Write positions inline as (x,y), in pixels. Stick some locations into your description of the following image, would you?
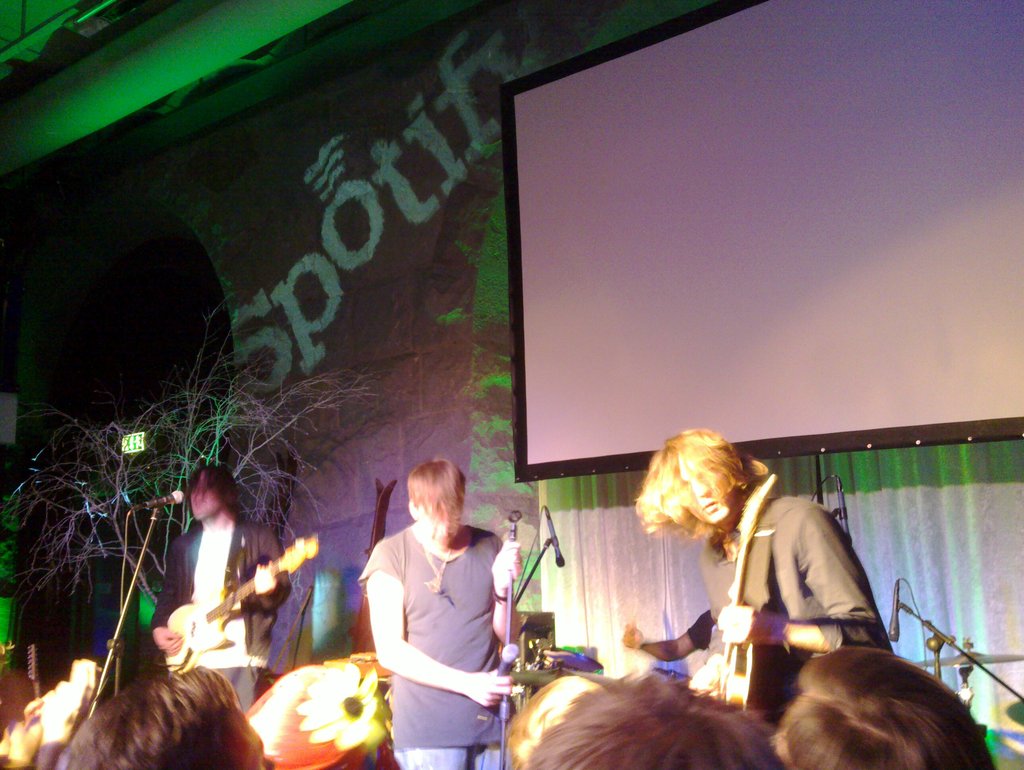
Bottom of the image (641,638) few people (820,626) are standing and playing some musical instruments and there are some microphones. Top right side of the image (905,141) there is a screen (750,199). Top left side of the image (333,108) there is a banner (386,231).
